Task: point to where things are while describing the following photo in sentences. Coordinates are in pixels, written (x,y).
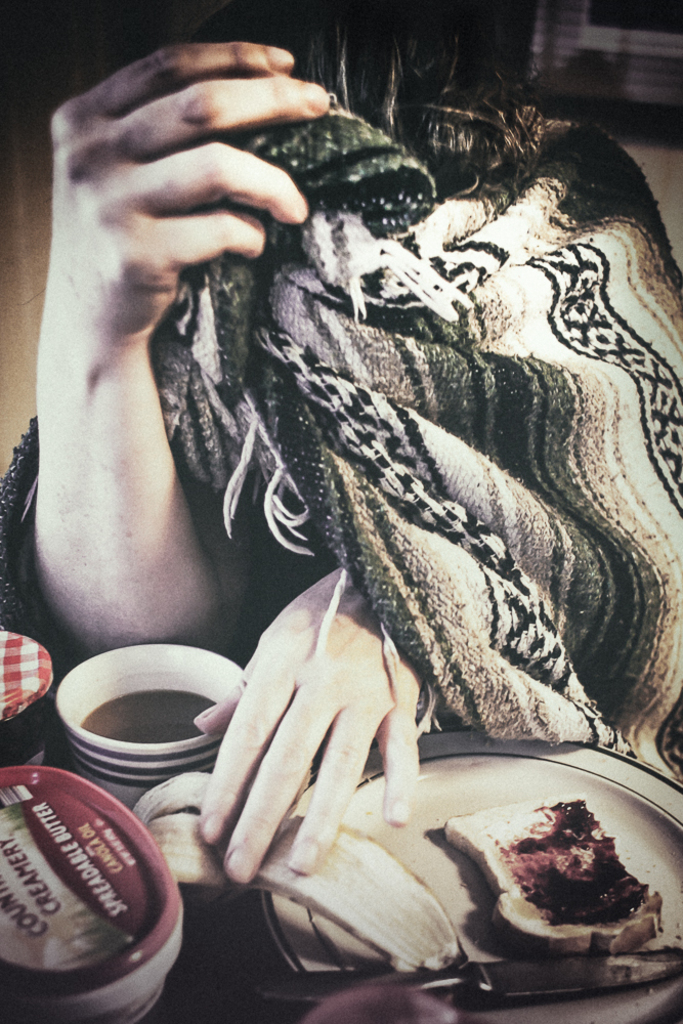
In the image there is person (274,72) with a blanket (321,477) wrapped around keeping hand (302,866) on banana peel (325,896) which is on plate (612,767) with bread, jam (585,899), knife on a table (211,937) along with a coffee cup (101,692) and few bottles (65,840).
